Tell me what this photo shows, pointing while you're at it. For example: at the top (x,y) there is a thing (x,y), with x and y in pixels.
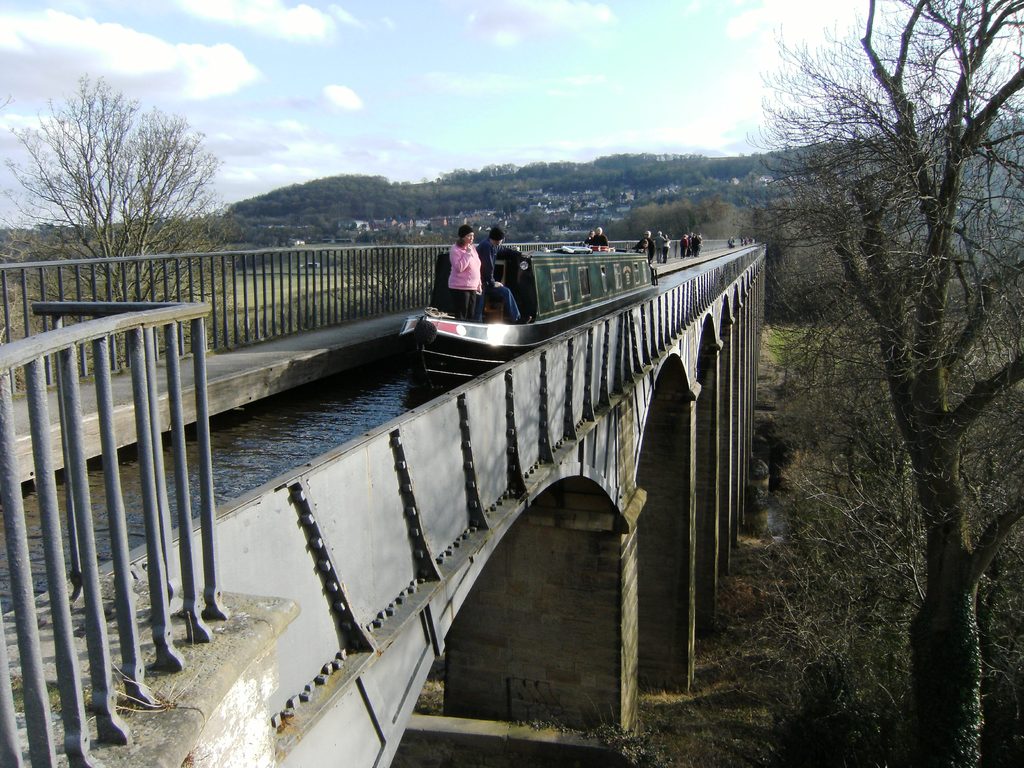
There is a bridge (604,591) with arches (458,603) and pillars (563,517). On the bridge (590,596) there is water (306,404). On that there is a boat (415,355). On the boat (427,346) there are people (473,281). Also there are railings (95,369). On the right side (873,419) there are trees (850,406). In the background (304,190) there are trees (619,189), few people (730,241) and sky (279,70) with clouds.
